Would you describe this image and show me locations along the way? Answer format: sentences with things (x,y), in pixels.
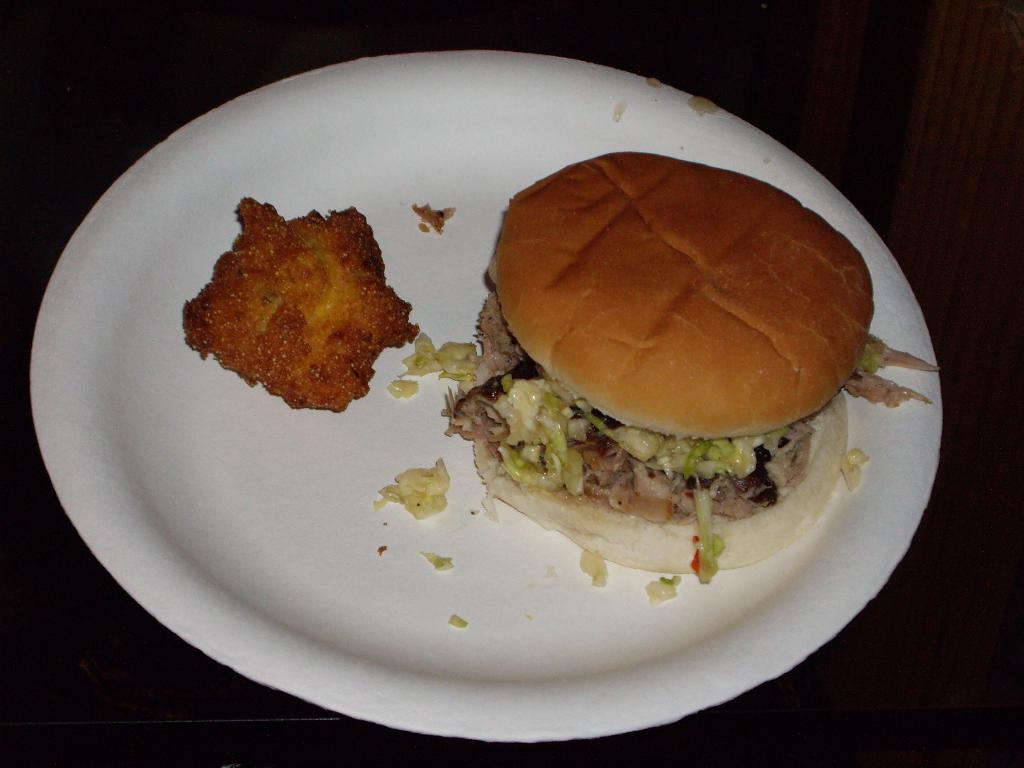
In this picture we can see a plate (485,569), there is a burger (608,331) and some food (276,352) present in this plate (389,359), we can see a dark background (937,150).
